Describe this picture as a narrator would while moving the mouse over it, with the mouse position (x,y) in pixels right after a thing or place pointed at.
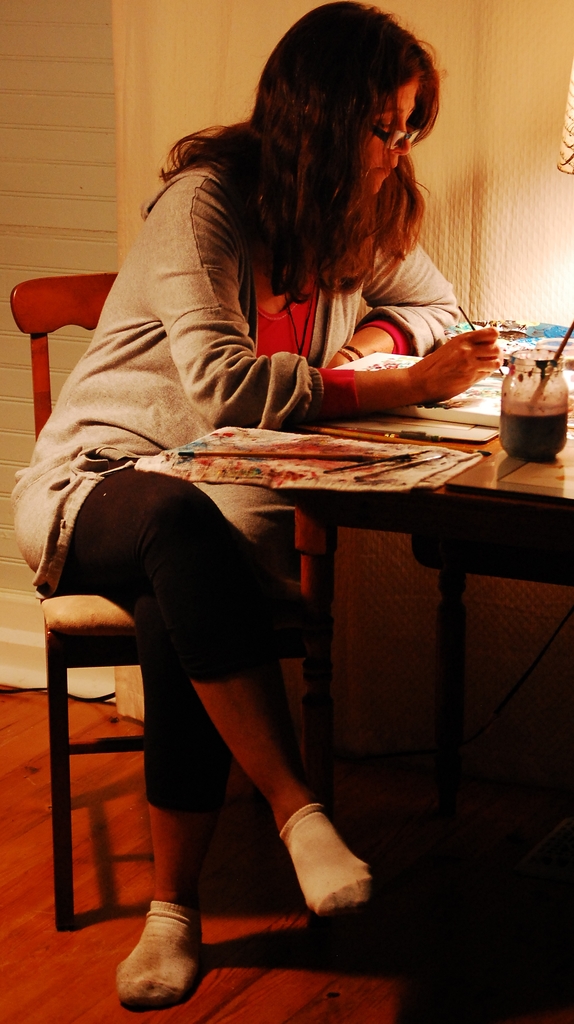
In this picture a lady (177,244) is sitting on a chair (34,326) at the table (426,441). We also find many colors (541,330) placed on the table (434,444).
